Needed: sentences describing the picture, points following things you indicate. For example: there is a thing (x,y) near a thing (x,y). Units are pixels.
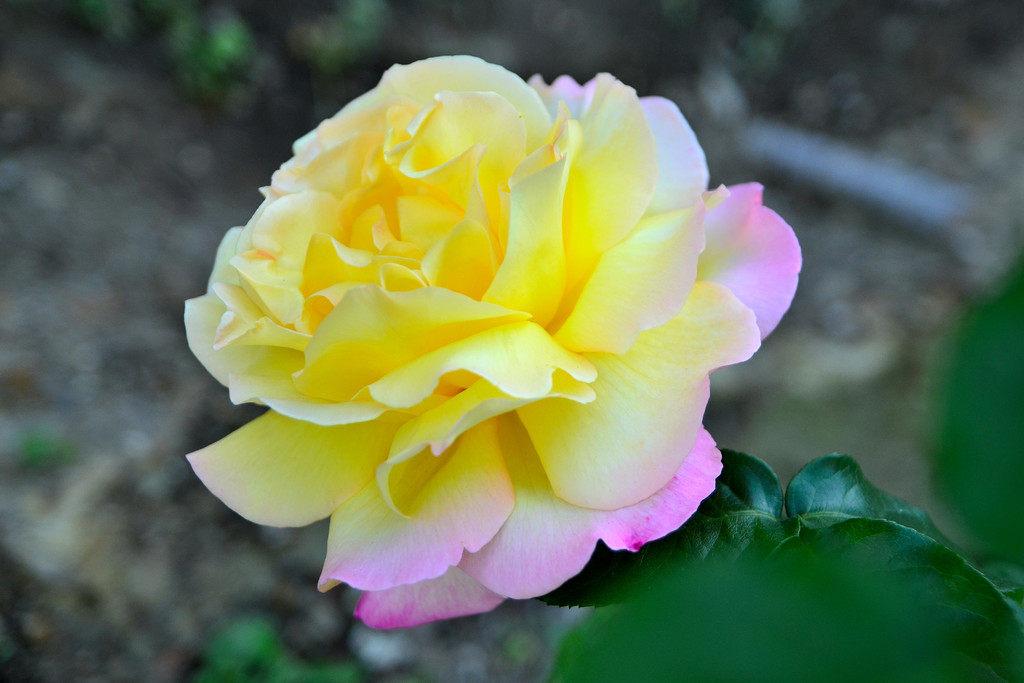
In this picture there is a flower (470,310) on the plant (859,635). At the back (38,456) there is a plant (35,444). At the bottom (111,538) there is mud (95,482) and the flower (464,591) is in yellow and pink color.
